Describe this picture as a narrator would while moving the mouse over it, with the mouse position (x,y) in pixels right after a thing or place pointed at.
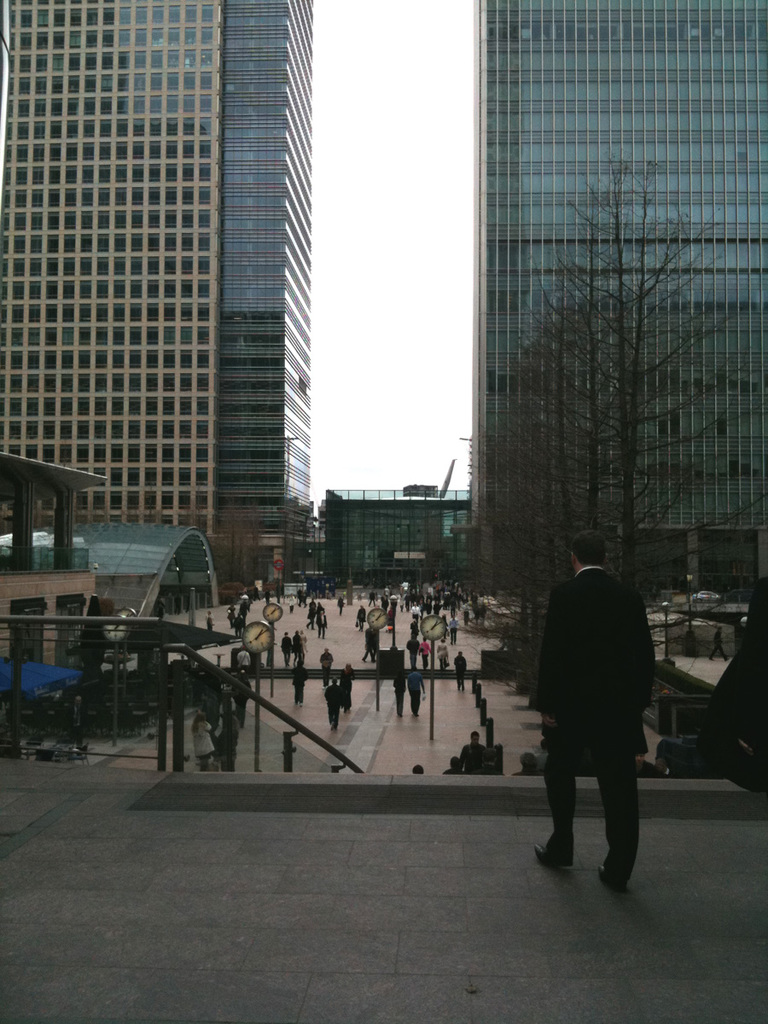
In this image on the right (640,636), there is a man (609,684), he wears a suit (602,737), trouser (595,753), shoes (613,877), he is walking. In the middle (425,573) there are many people (333,681), clocks (252,645), staircase (267,709), buildings (673,331), trees (550,531), floor (446,733) and sky (401,152).
